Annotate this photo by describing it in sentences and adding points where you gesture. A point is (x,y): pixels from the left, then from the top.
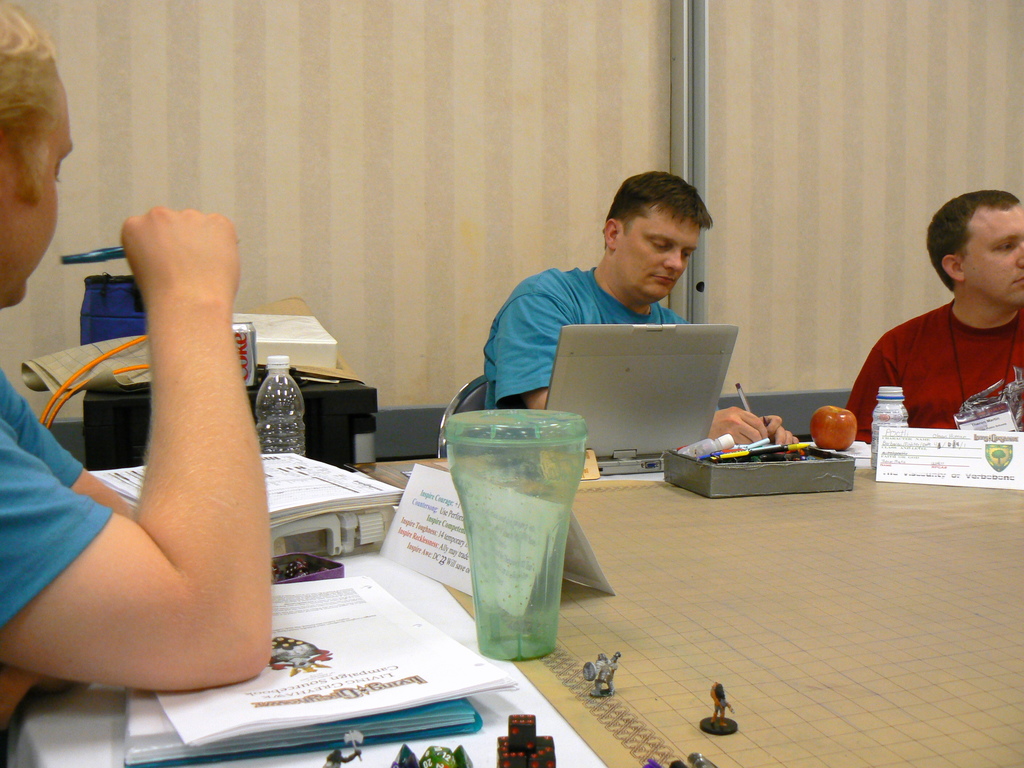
In this image there is a person (636,195) sitting by wearing a blue shirt (577,317). At the right side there is a person (1011,380) wearing a red shirt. At the left side (161,391) there is a person (15,532) wearing blue shirt (28,505). There is a table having cup (533,531), files (362,719), papers (287,504), bottle (287,362), apple (826,429), box (805,462) on it. There is a table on top of it there is a coke can (243,340) and a basket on it.
